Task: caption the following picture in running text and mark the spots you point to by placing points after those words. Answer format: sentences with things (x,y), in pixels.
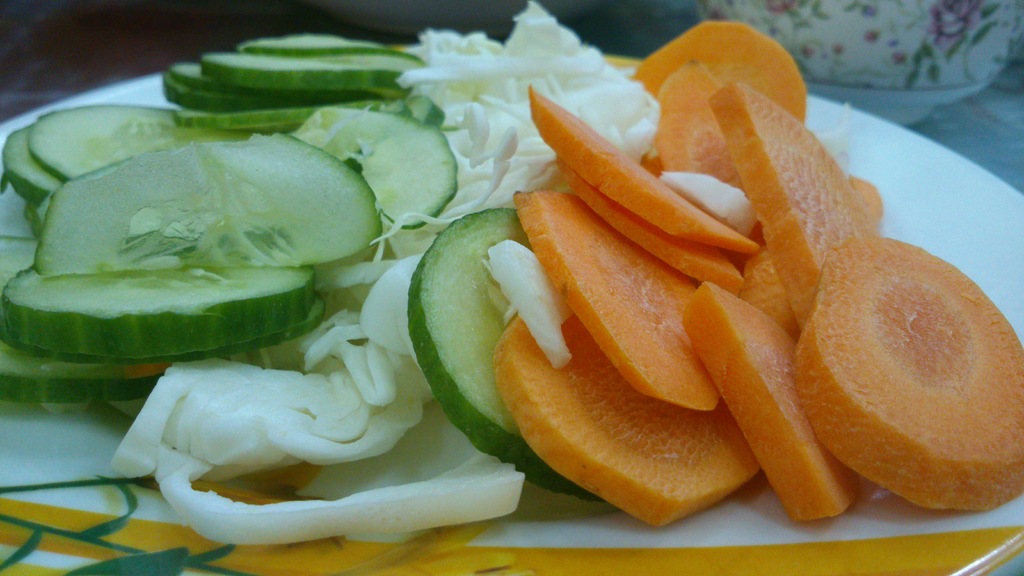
In this picture, we see a white plate (546,514) containing the chopped carrots (612,349), cabbage (396,366) and cucumbers (442,170). In the top right (843,55), we see a cup (914,87).
